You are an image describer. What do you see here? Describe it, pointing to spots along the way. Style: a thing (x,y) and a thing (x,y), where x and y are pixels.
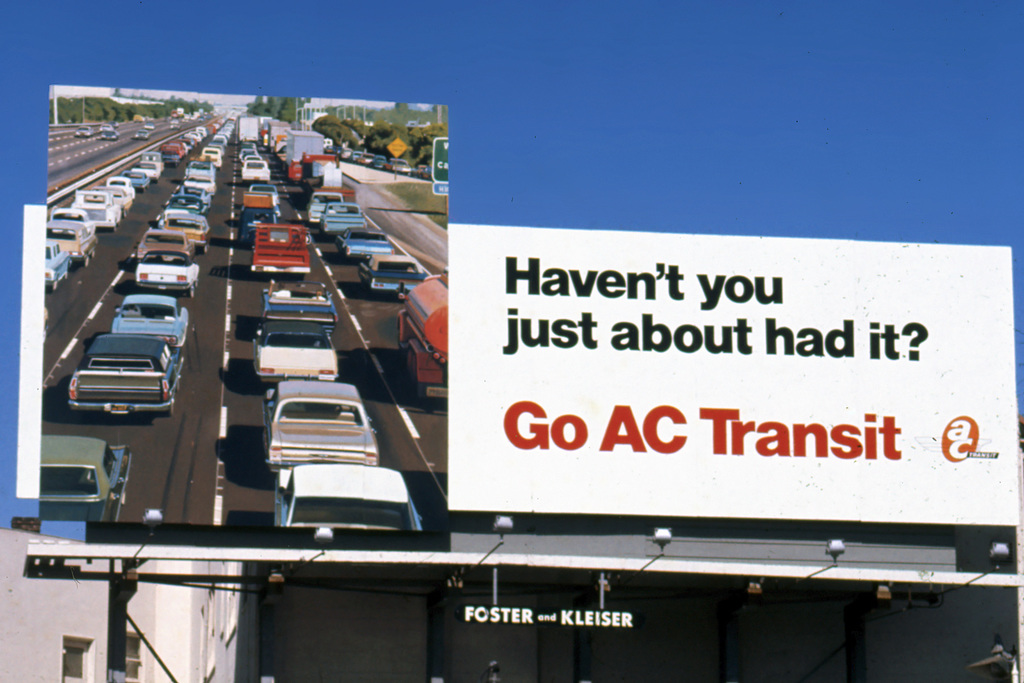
In this image as we can see there is a poster (330,232) in middle of this image (344,297). In this poster (337,336) there are some cars (280,394) on the left side of this image (280,394) and there is some text (573,295) on the right side of this image (790,345). There is a building (177,595) as we can see from the bottom of this image (234,609).
